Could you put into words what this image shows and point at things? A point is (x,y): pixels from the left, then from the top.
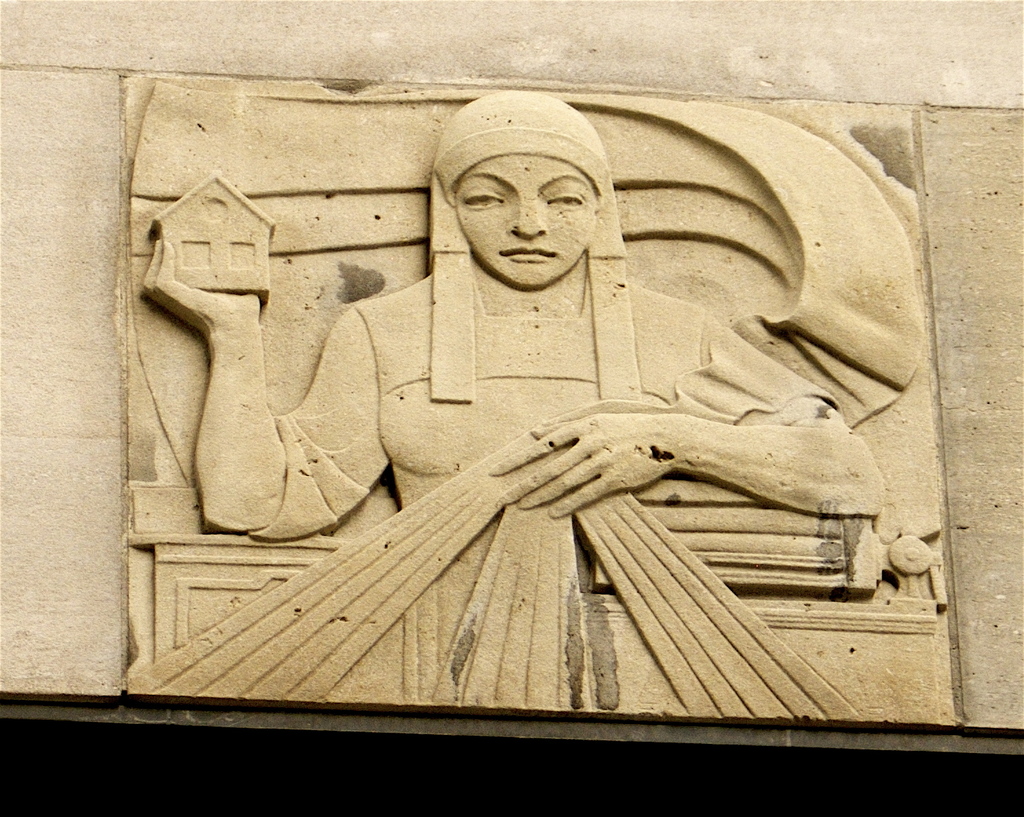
Here we can see stone carving (526,309) on a platform (77,525).
